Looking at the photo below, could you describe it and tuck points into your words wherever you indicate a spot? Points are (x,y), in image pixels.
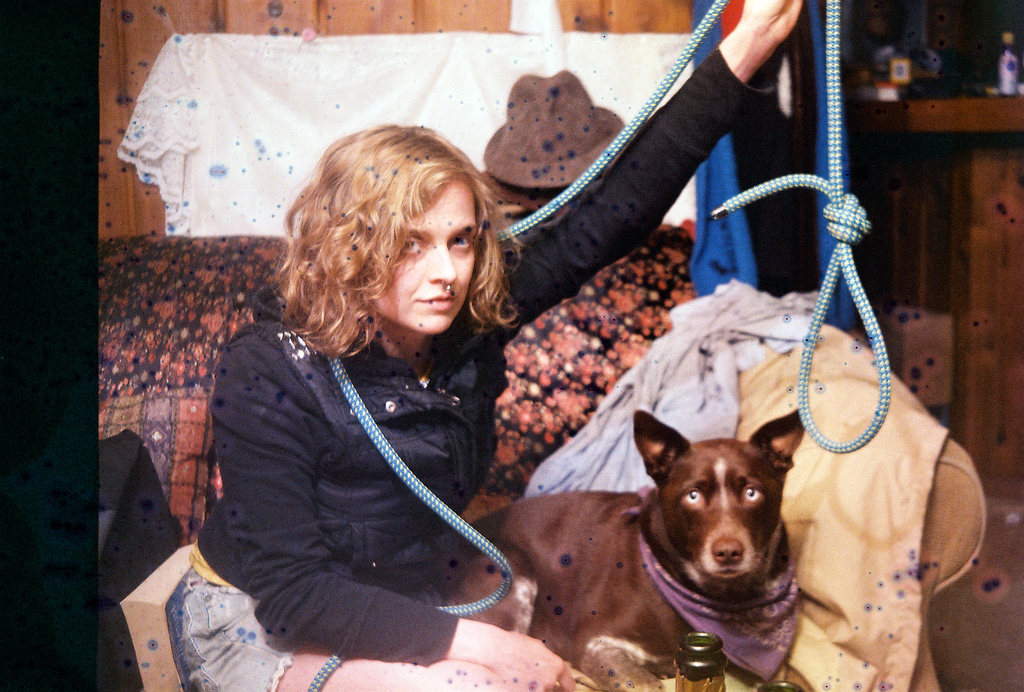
There is a lady (444,456) wearing blue jacket (454,414) sitting on the couch (544,395). And there is one dog (612,608) wearing a purple scarf (768,620) and sitting on the sofa (847,538). She is holding a rope (411,485). In the background (935,110) there is some table (962,109), on the table (1003,103) there is a bottle (1002,77).
